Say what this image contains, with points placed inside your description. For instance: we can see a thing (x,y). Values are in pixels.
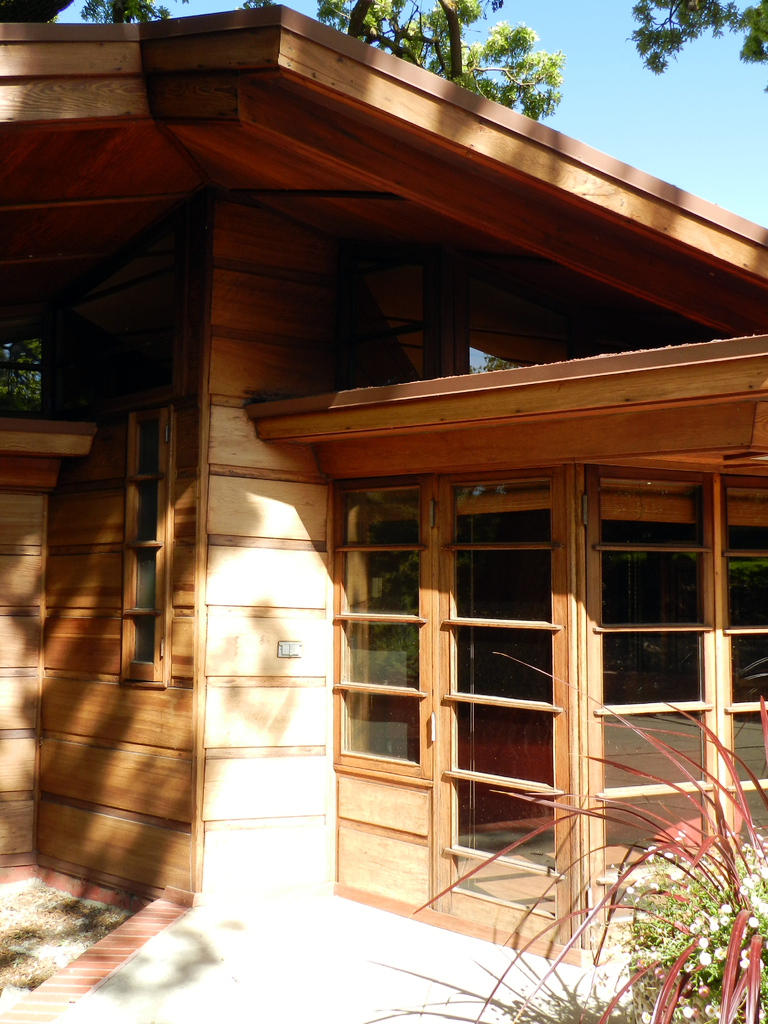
In this image we can see a house (312,271). On the house (396,301) we can see the door (735,497) and windows (486,622) with glass (84,394). In the bottom right (756,879) we can see the plants (700,969) and flowers (722,921). At the top (453,35) we can see the sky (699,45) and a tree (696,6).
